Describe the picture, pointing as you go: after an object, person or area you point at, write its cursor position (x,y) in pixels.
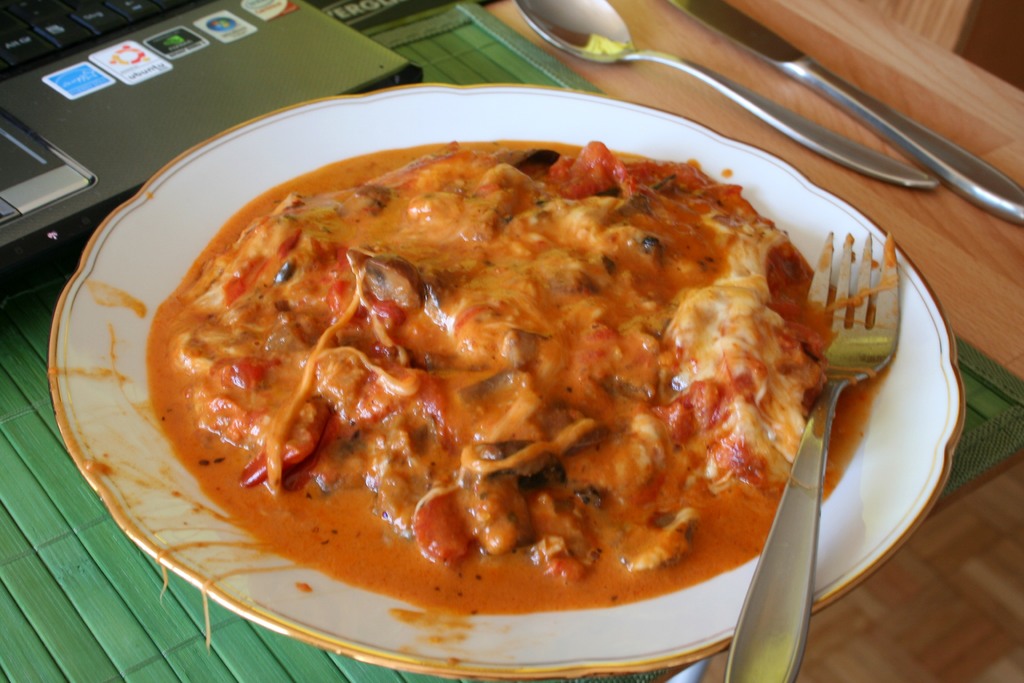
There is a plate (637,609) in the center of the image (448,357), there are food items (656,403) and a fork (809,435) in it, there is a spoon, it seems like a knife (809,74) and a laptop (420,75) on the table (918,78).
